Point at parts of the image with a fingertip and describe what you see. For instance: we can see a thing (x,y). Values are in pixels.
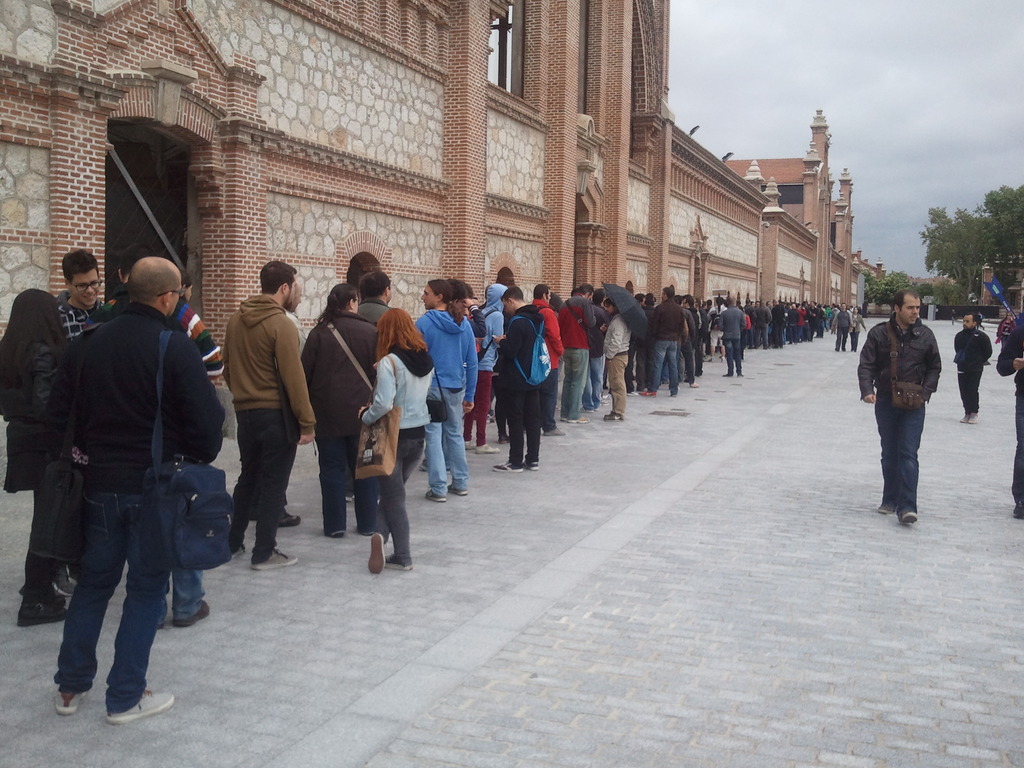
In this image there is a building (270,139). In front of the building (653,260) there are many people (518,389) standing. To the right (928,239) there are trees (952,256) in the background (993,255). At the top (928,57) there is the sky (869,68).
